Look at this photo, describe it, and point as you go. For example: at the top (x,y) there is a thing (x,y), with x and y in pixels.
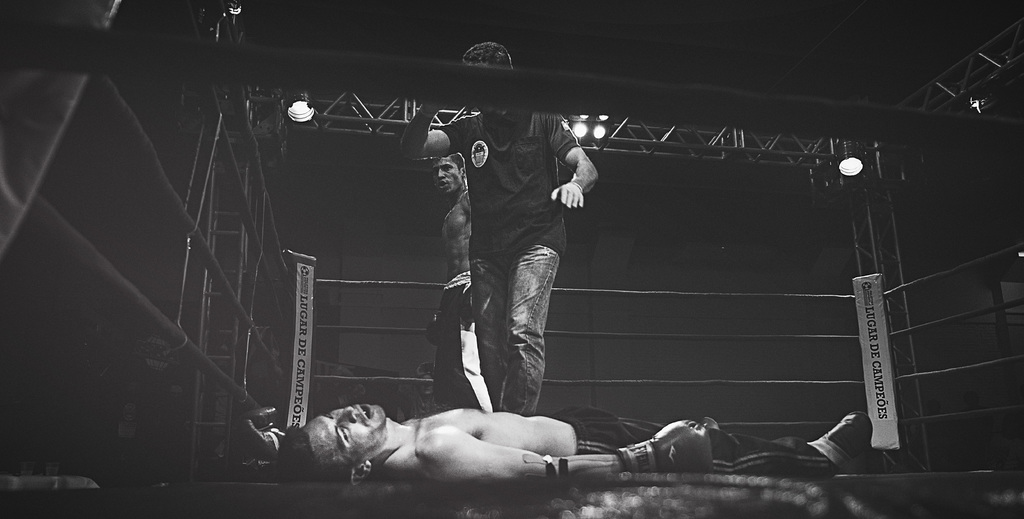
In the center of the image (493,327) we can see people (497,228) standing. At the bottom (424,431) there is a man (729,472) lying. In the background (845,147) there are lights (843,162) and we can see ropes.
